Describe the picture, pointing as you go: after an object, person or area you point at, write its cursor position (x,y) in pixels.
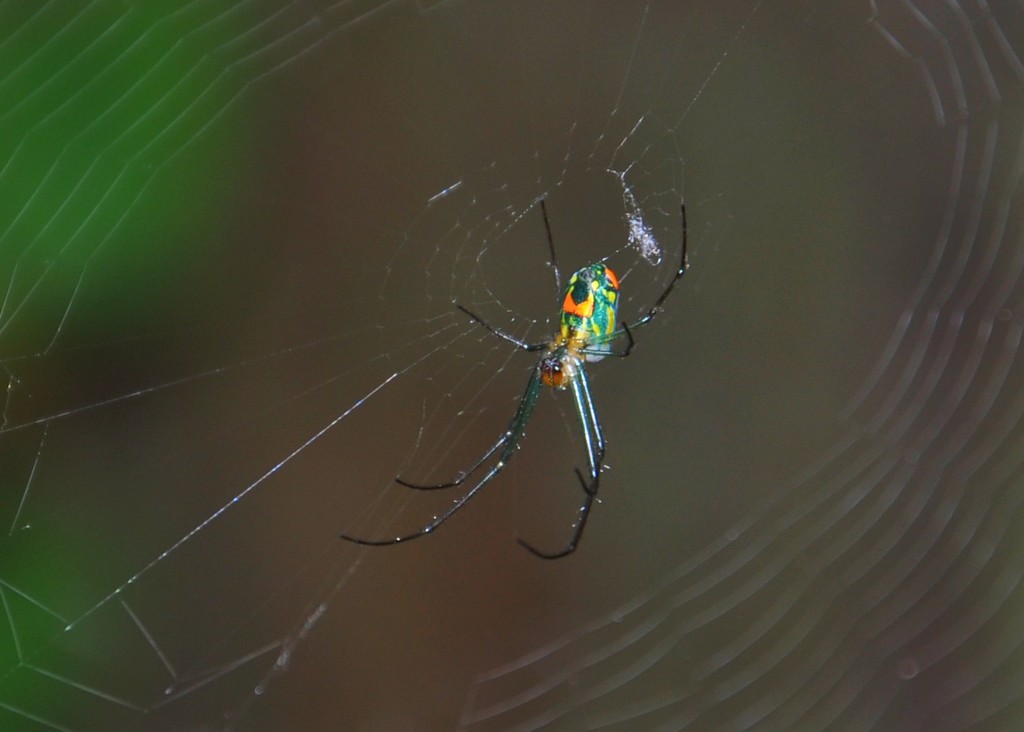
In this picture we can see a spider (594,473) and blurry background (272,264).
